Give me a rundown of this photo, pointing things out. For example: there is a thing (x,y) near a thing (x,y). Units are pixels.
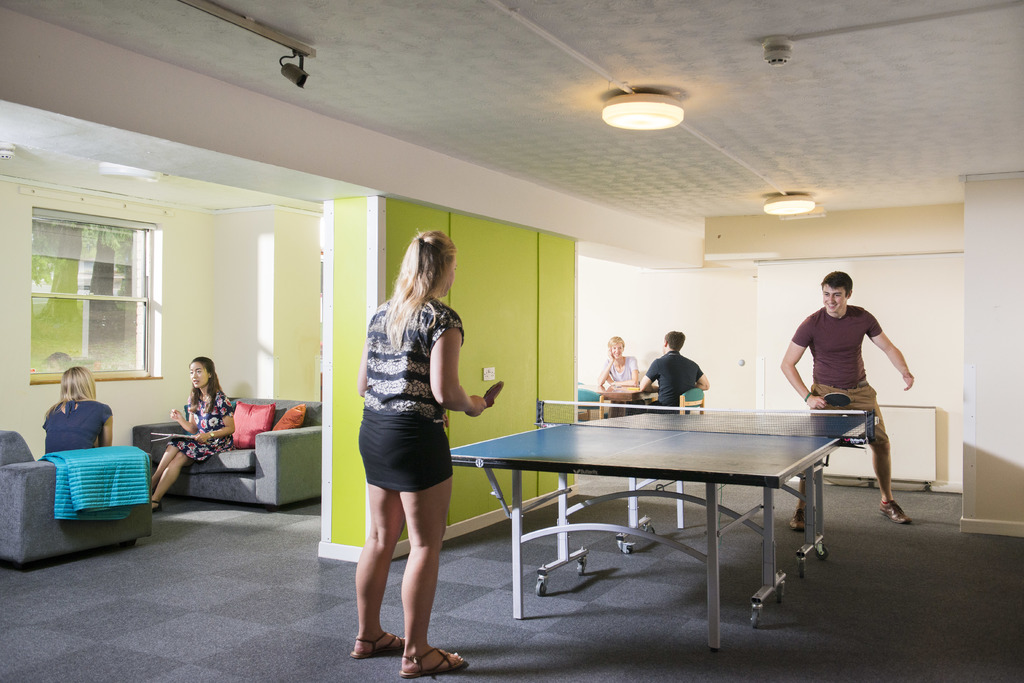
A woman (429,377) and man (829,374) playing table tennis and two women (83,425) sat on sofa (289,459) with cushions (261,424) on it talking with each other beside a wall (176,324), and the wall (184,312) has glass window (84,312) on it. The ceiling (643,135) has two lights (799,211) and security camera (298,79) mounted on it. And there another man (660,374) and woman (613,380) sitting at the backside of the room (662,406) on a chair (689,401).
